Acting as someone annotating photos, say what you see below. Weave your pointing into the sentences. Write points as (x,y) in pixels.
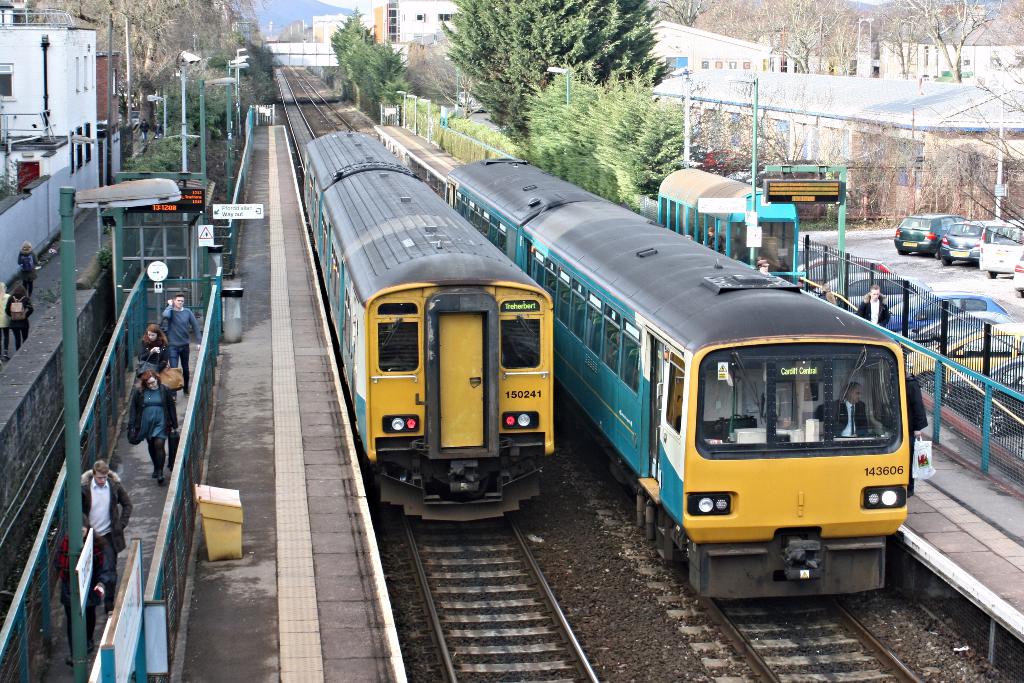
In this picture we can see two trains (519,453) on railway tracks (501,622), vehicles (962,230) on the ground (968,286), some people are walking on the platform (255,331), fences (176,514), shelters (168,242), poles (203,93), boards (165,269), walls (104,322) and some objects (207,514). In the background (168,72) we can see trees (604,63), buildings (672,62) and mountains (283,8).
